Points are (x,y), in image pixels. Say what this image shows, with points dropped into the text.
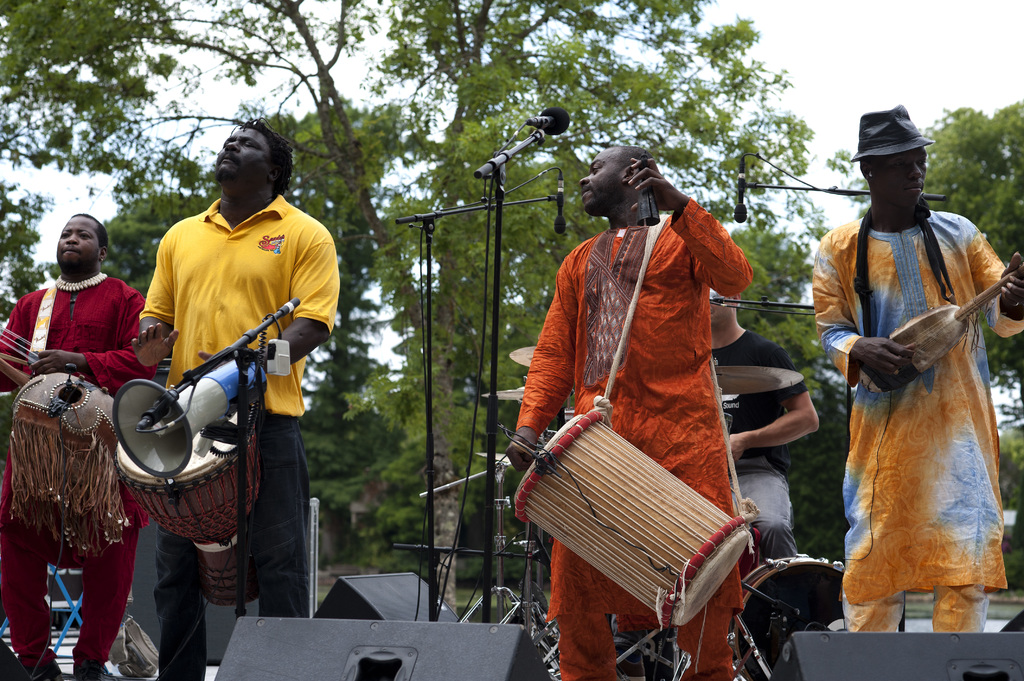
Here there are 5 people (202,291) performing by playing musical instruments (657,561) on the stage (326,622). Behind them there is a big tree (475,84) and sky (795,72).
